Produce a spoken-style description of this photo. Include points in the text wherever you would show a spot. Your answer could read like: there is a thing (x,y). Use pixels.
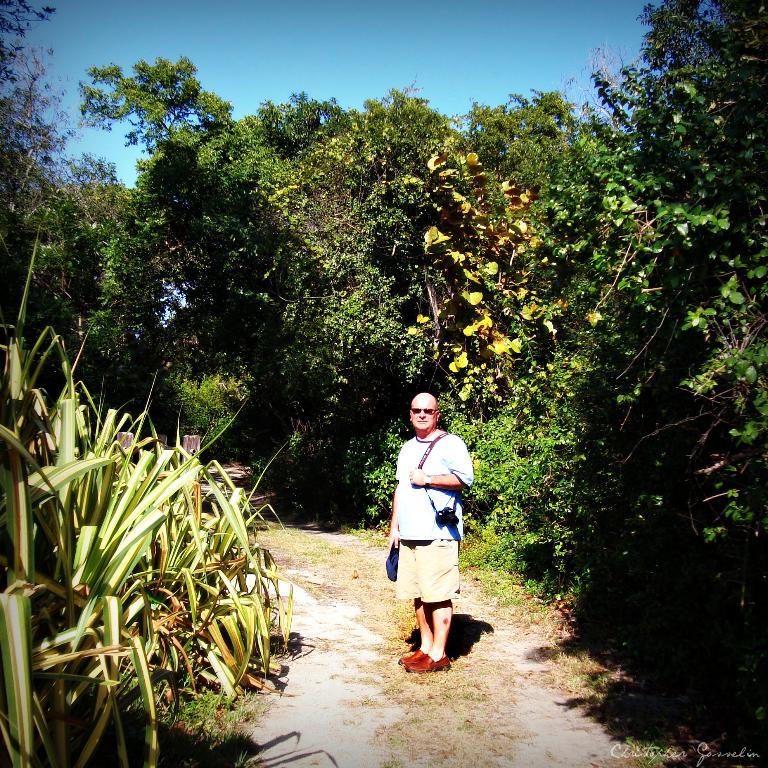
In this picture we can see the clear blue sky (417,40) and it seems like a sunny day. We can see a man (461,451) standing, wearing goggles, and we can see a camera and he is holding a cap (388,565) in his hand (397,548). We can see trees (352,502) and plants (258,390). In the bottom right corner of the picture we can see a watermark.
